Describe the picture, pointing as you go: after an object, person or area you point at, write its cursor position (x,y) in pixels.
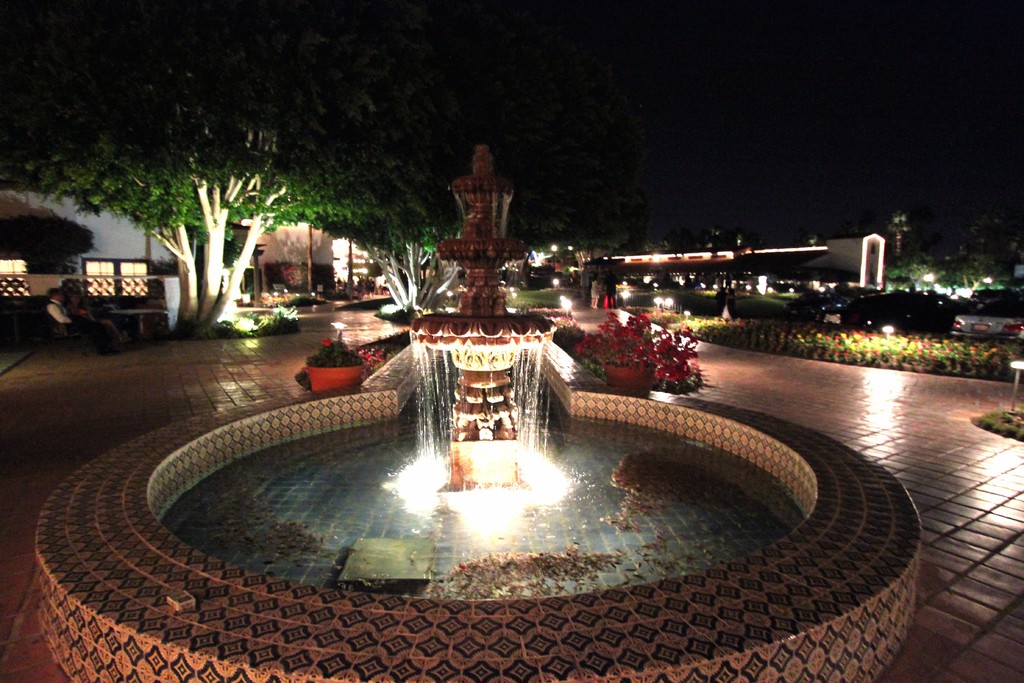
In this picture I can see the fountain (175,531) in front (690,575) and in the background (66,173) I can see number of trees (361,245), plants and the lights (659,302). I can also see the path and I see that it is dark on the top of this picture (722,57).
